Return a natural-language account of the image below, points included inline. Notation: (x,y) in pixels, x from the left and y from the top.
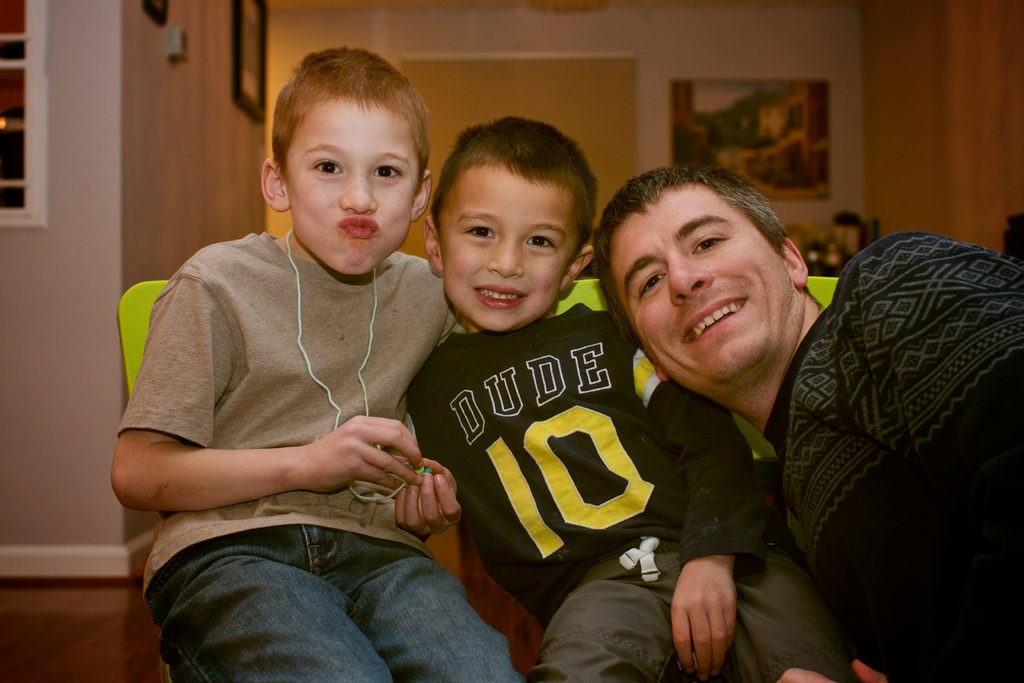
In this picture we can see the inside view of a building (222,73). Inside the building (214,55), there are three persons (459,436) and some objects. Behind the three persons (481,358), there are photo frames (743,121) attached to the wall (711,74). In the top left corner of the image (18,85), it looks like a window (29,98).
